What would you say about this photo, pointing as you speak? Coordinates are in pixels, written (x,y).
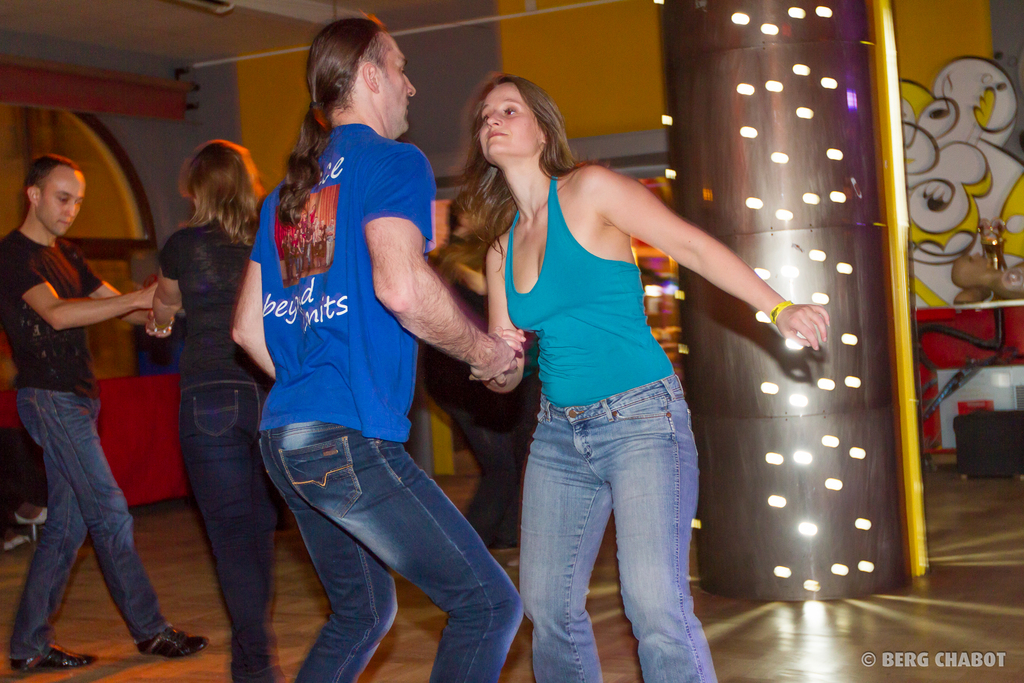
In this image in the foreground (386,335) there is one man (391,369) and one woman (560,441) who are holding hands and dancing, in the background (185,344) there are some other people (187,351) who are dancing. At the bottom (928,622) there is a floor (946,608) and in the background (894,254) there is a wall (153,210), lights (846,274), tables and some other objects (720,86).
